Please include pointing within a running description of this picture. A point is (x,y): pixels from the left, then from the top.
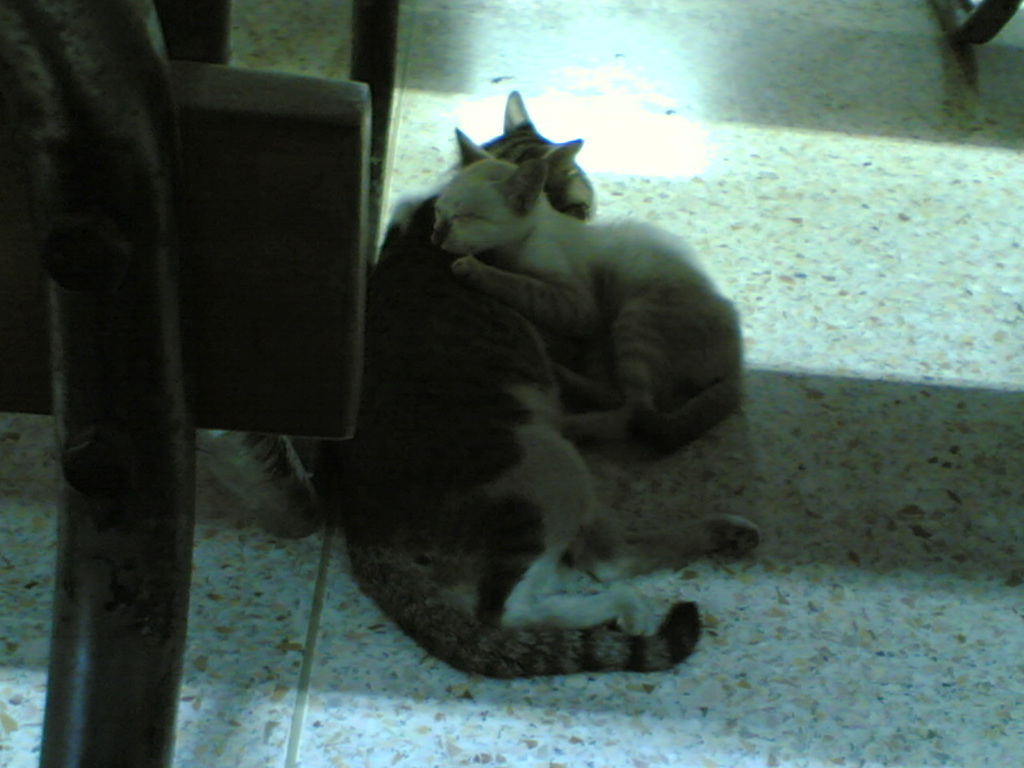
In this image we can see cats (456,423) lying on the floor (522,87) one on another.
